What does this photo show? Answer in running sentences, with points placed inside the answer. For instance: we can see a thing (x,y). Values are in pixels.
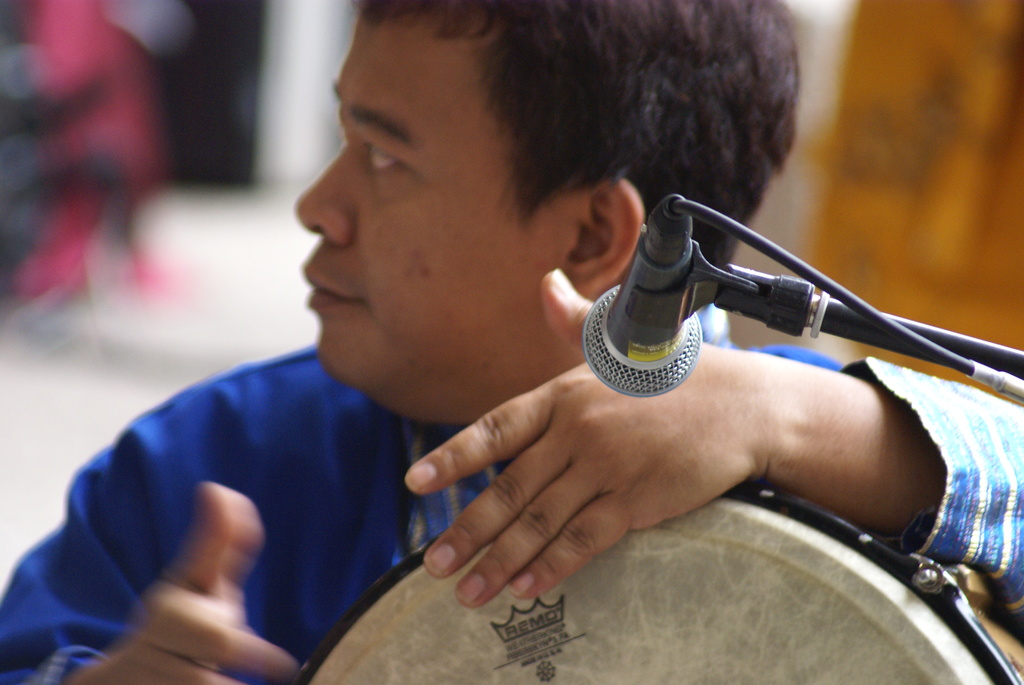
In this image there is a person (612,505) beating the drums (794,628) near the microphone (642,266).
